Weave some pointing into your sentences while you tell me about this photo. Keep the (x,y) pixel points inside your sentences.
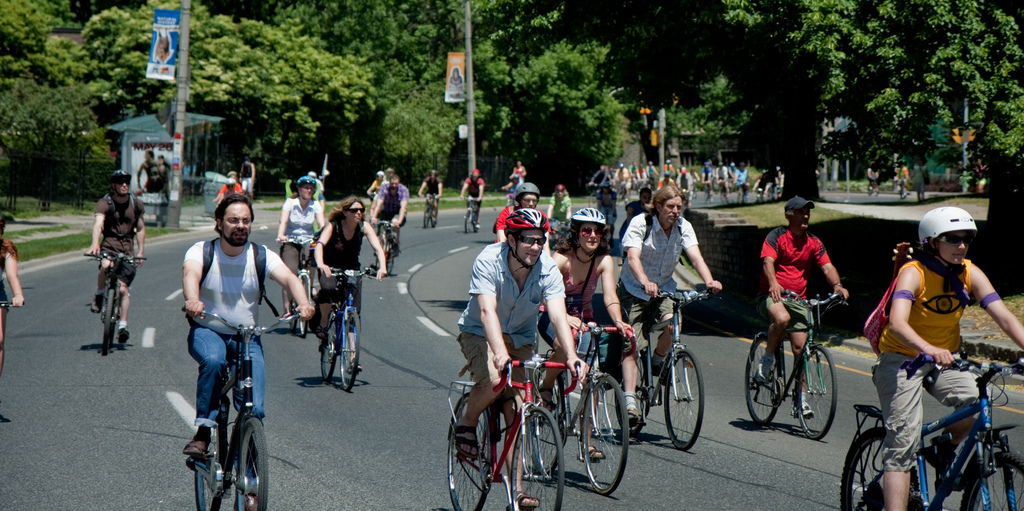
In this picture there are number of persons (348,230) riding a bicycle (525,407) some of them are in helmets (540,221) and goggles (540,239) and holding back pack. There are trees (301,72) on the roadside (37,202) and banners (451,72) and grass fields (63,211).
